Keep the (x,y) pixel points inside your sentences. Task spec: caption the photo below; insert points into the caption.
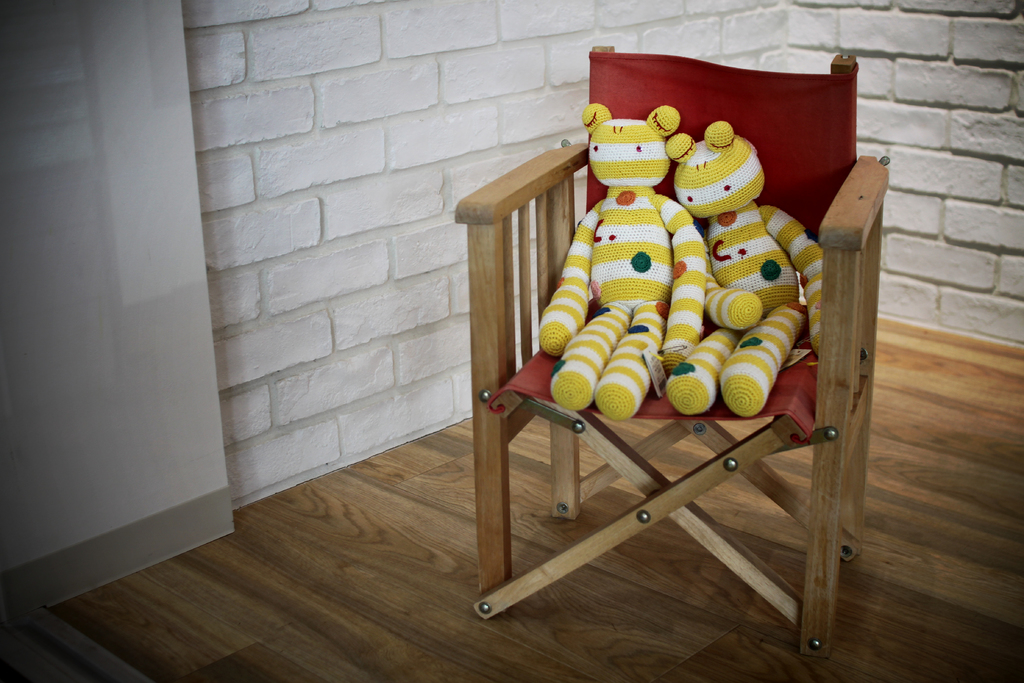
In the image there are two toys (697,261) on a chair (497,366) on the wooden floor (323,680) and behind it there is wall (431,123).
